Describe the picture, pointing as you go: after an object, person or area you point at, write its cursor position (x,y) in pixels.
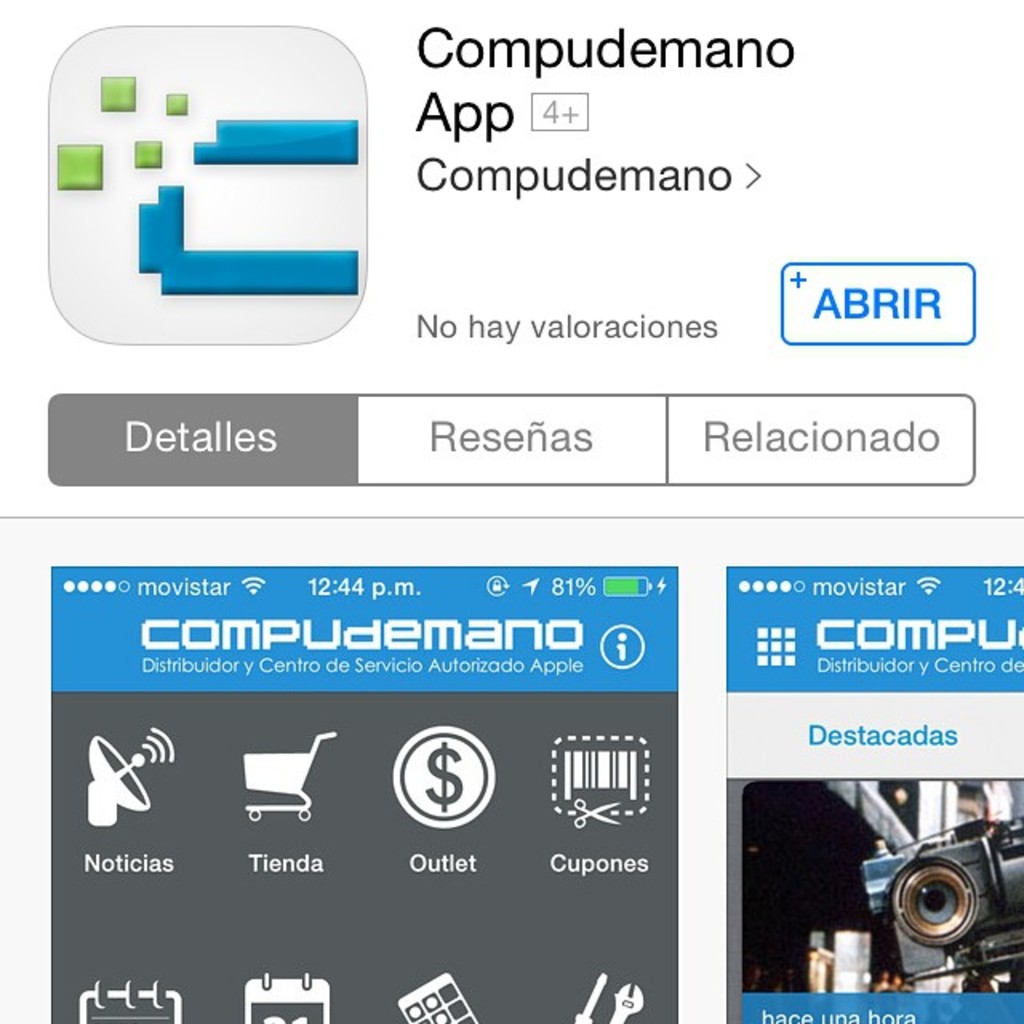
In this image, we can see a web page (145,679) contains details of an app (701,170) and preview.
